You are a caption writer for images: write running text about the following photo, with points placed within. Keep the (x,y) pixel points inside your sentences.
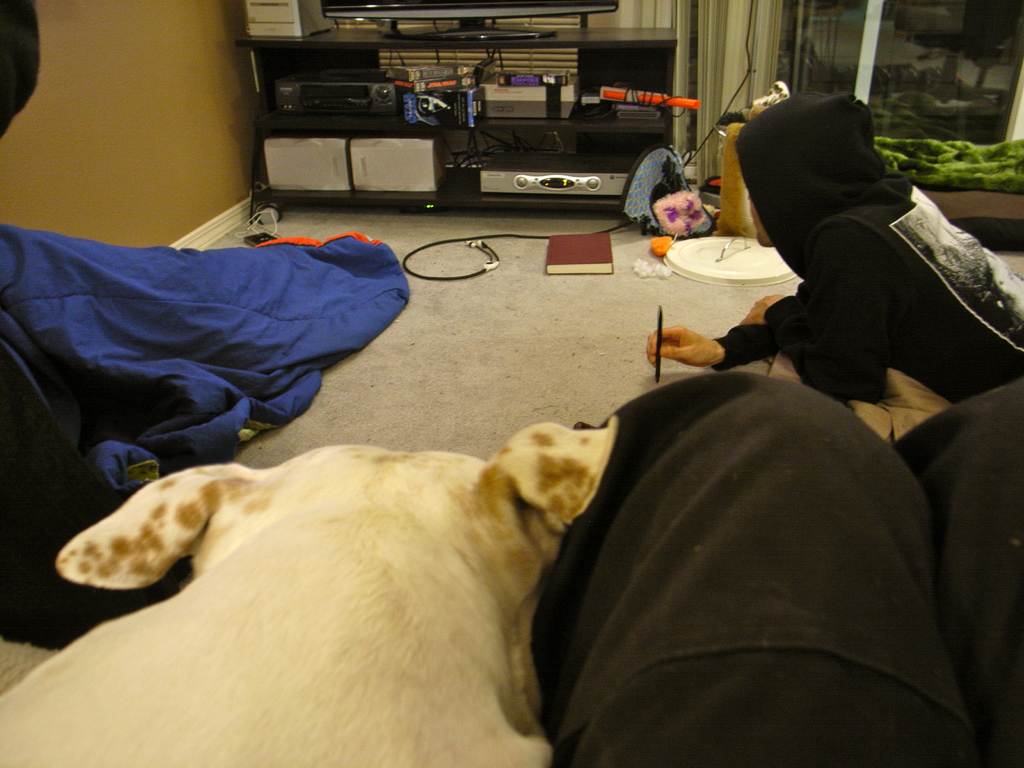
In this picture I can see few people (842,378) and I can see a dog (415,563) and a television (475,4) on the table (637,71) and I can see a book (584,262) and few items (667,231) and a blanket (232,396) on the floor (625,245).
